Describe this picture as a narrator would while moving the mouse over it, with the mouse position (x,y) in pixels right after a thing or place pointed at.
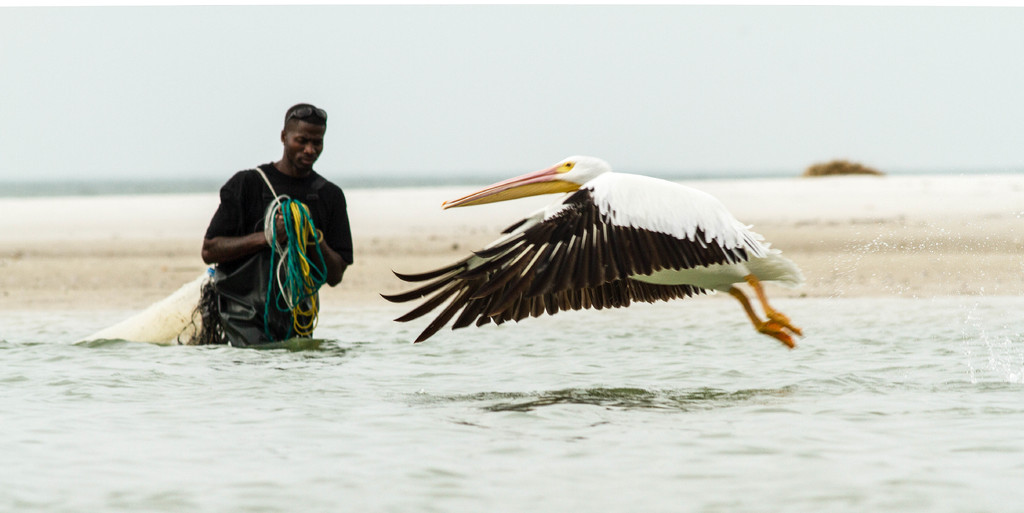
In this image at the bottom (550,381) there is a river (319,381), and in the river (663,340) there is one person (250,239) and he is holding some ropes (290,256) and some object (190,316) and there is a bird (669,228). In the background (862,219) there is sand (172,214), at the top (391,103) there is sky (530,61).
